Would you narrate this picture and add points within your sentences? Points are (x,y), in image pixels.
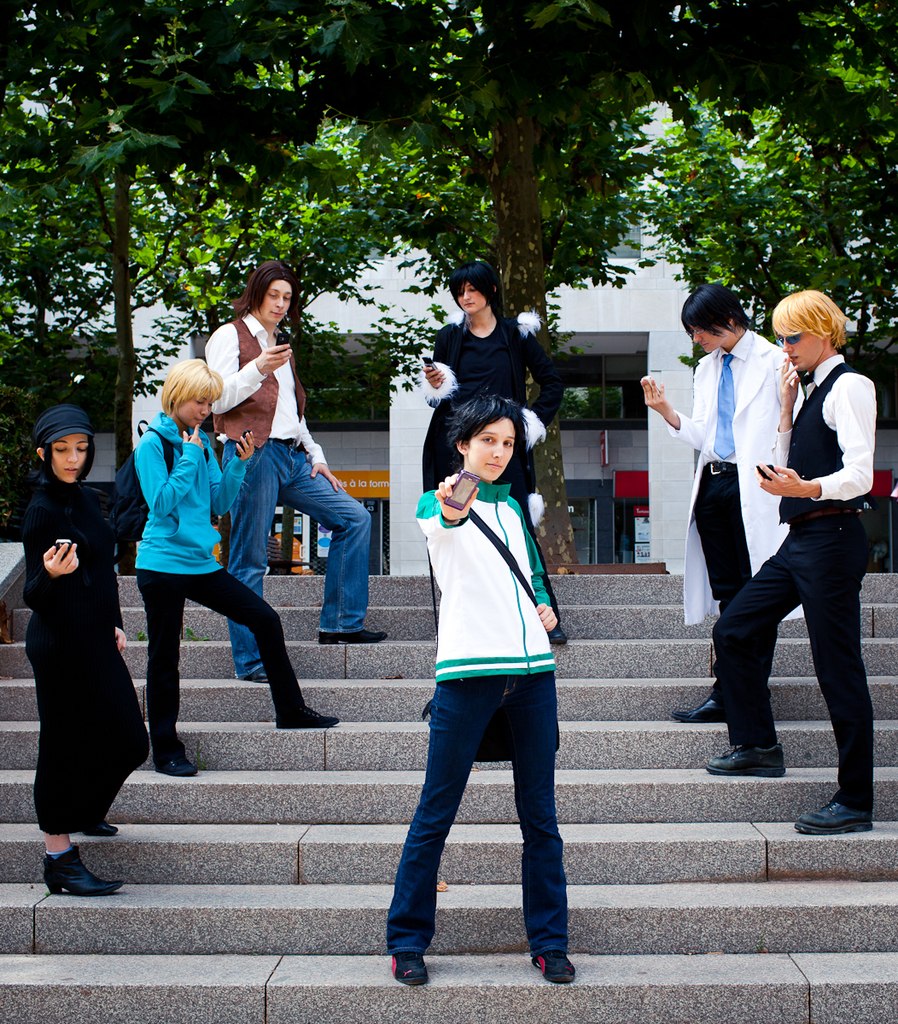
In this image I can see the group of people (488,578) with different color dresses (466,606) and these people (360,625) are holding few objects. I can see these people (418,906) are standing on the stairs (460,880). In the background (407,492) I can see many trees (327,135) and the building (381,426).
